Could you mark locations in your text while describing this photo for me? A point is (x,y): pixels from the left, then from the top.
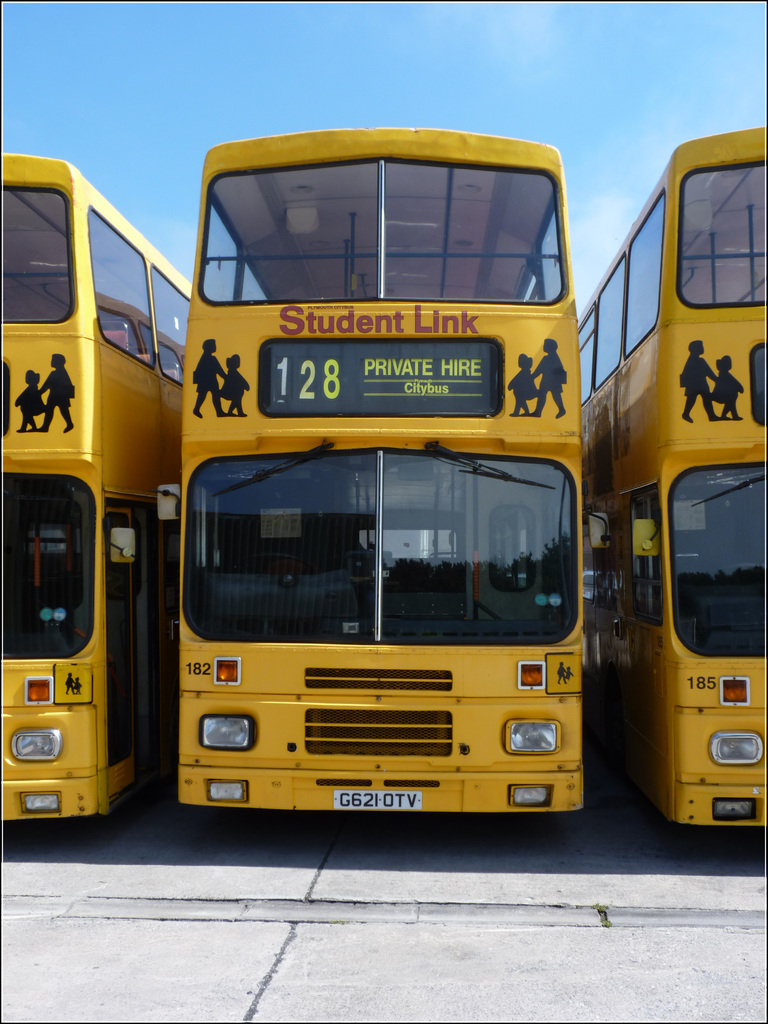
In this image we can see group of school buses (145,643) parked on the ground (161,951). A bus (482,521) is containing group of headlights (249,719) mirrors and in the background (144,49) we can see sky (468,124).
